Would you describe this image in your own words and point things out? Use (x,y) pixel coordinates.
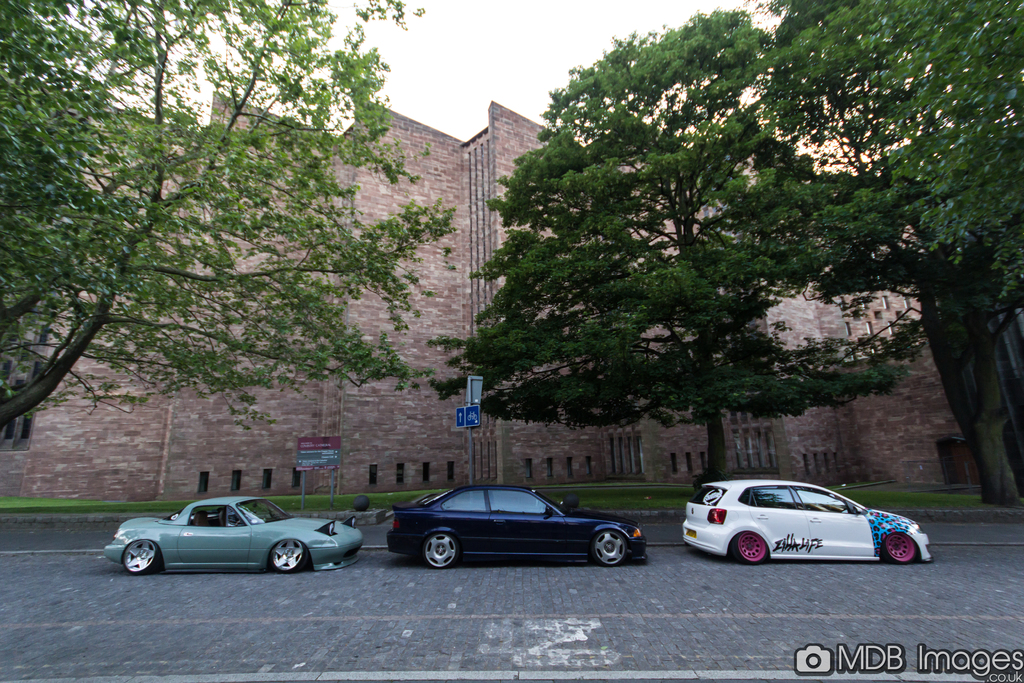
This is an outside view. At the bottom (408,530) there are three cars (417,550) on the road (260,618). Beside the road (184,590) there are few poles (302,480). In the background (506,264) there is a building (882,307) and some trees (644,267). At the top of the image (486,63) I can see the sky (465,114). In the bottom right (868,661), I can see some edited text (879,666).
